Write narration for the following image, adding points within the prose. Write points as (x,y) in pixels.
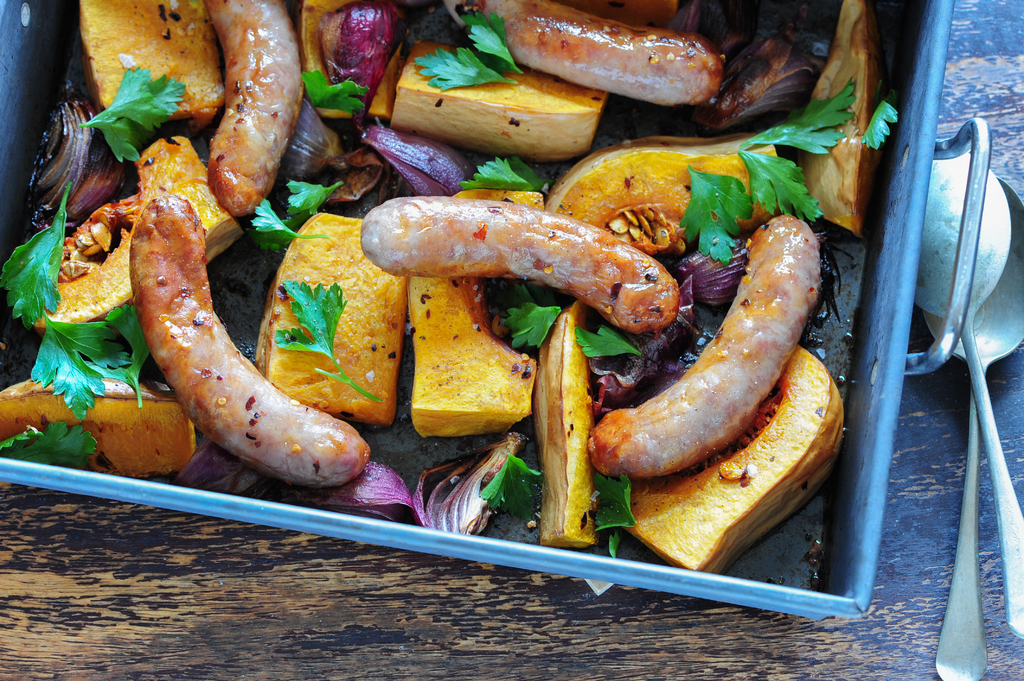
In this image we can see a tray (502,528) on a wooden surface (656,613). Also there are spoons (958,606) near to the tray (810,572). In the tray (806,587) there are sausages (236,173), coriander leaves (326,349), onion pieces (333,70) and some other items (560,450).
